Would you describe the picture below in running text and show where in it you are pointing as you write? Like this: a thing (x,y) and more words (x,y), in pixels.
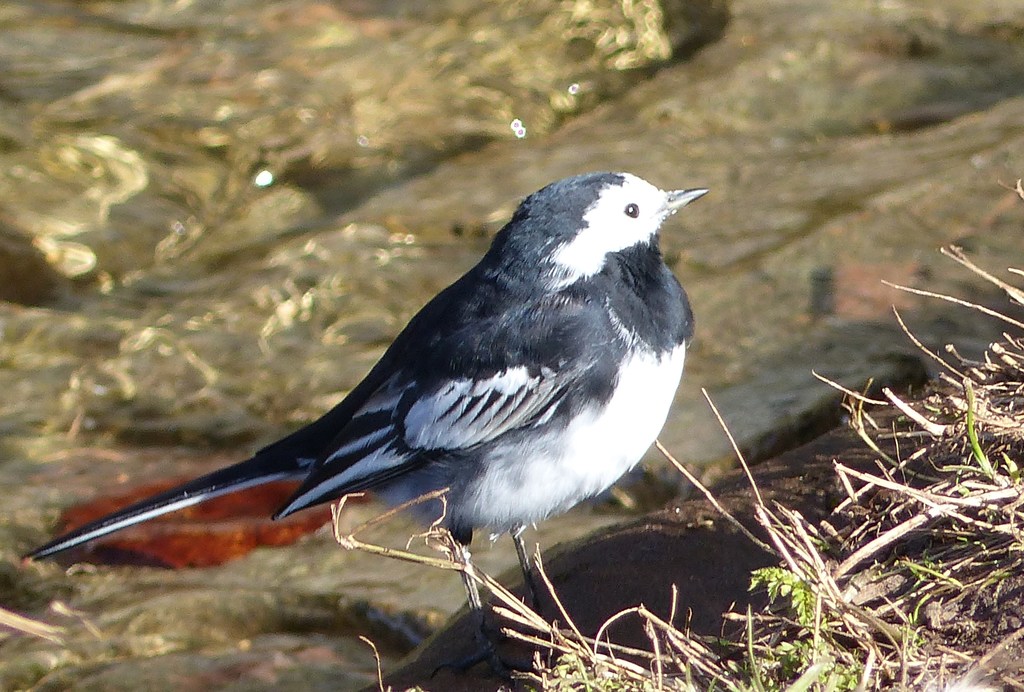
In this picture we can see a bird (471,350), grass (798,570) and in the background (722,378) we can see a rock (436,265).
